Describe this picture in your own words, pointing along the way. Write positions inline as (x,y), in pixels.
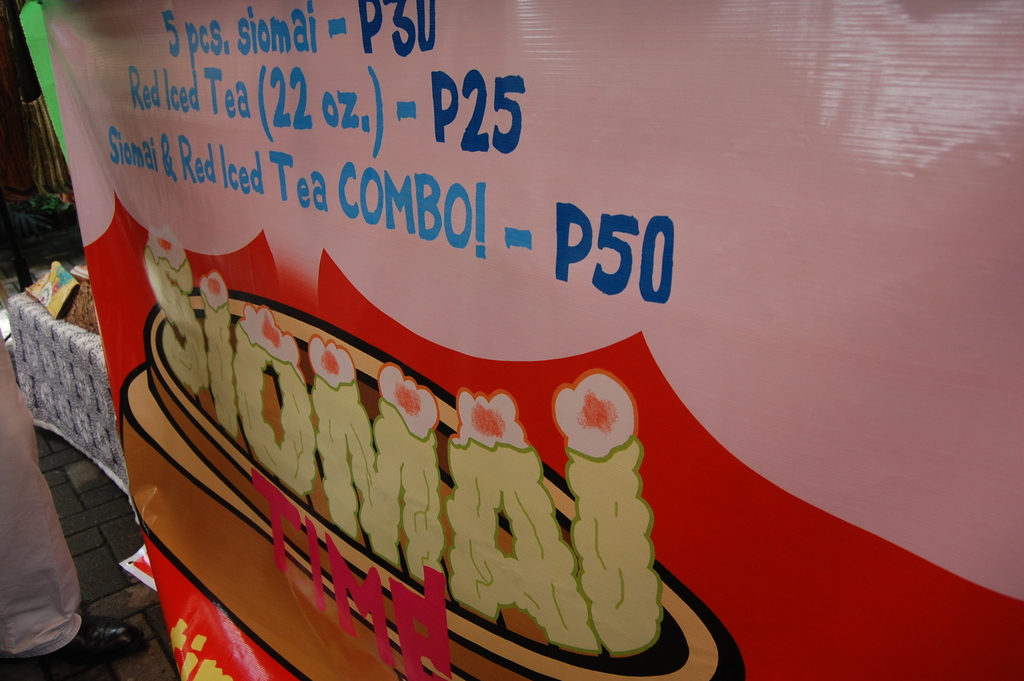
In this picture there is a person (14,515) standing on the left side of the image (47,573). In the foreground (372,218) there is a hoarding (842,332) on the hoarding (723,375) there is a picture (303,406) of dumplings (451,459) and there is a text (332,460). At the back (87,323) there are objects (89,278) on the table (36,379).
